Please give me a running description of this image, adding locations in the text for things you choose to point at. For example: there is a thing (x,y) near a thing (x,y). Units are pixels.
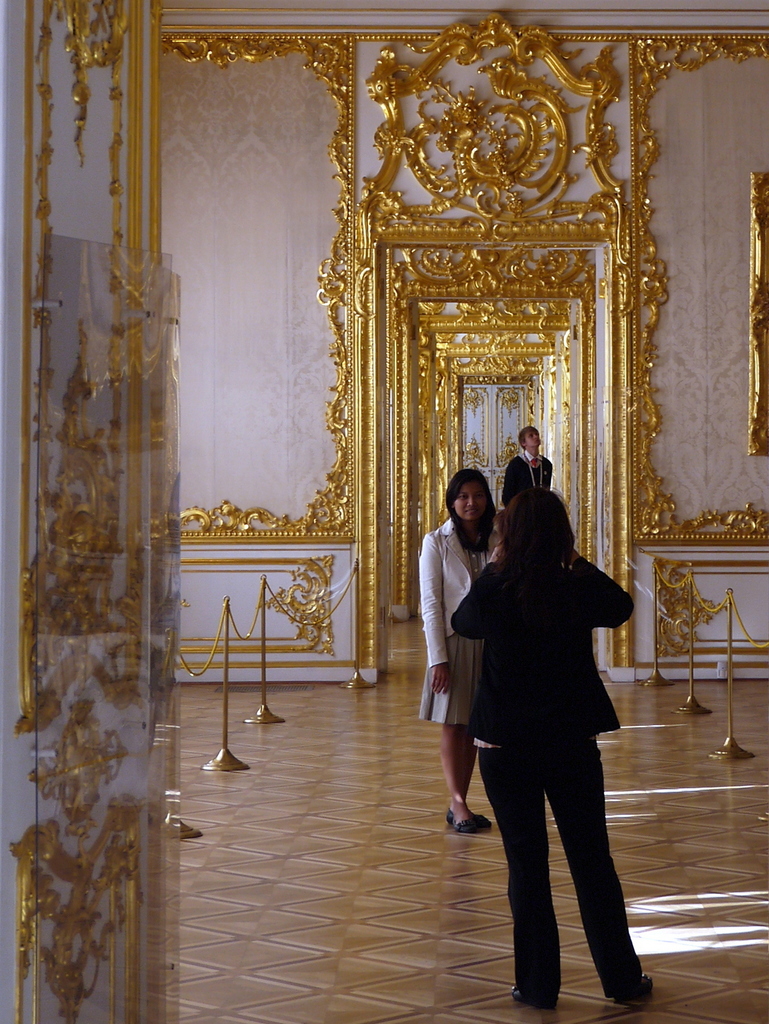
In this I can see few people (454,688) are standing, looks like inner view of a room (426,771) and I can see carvings (480,281) on the wall (663,388), it looks like a designer wall (342,289).
